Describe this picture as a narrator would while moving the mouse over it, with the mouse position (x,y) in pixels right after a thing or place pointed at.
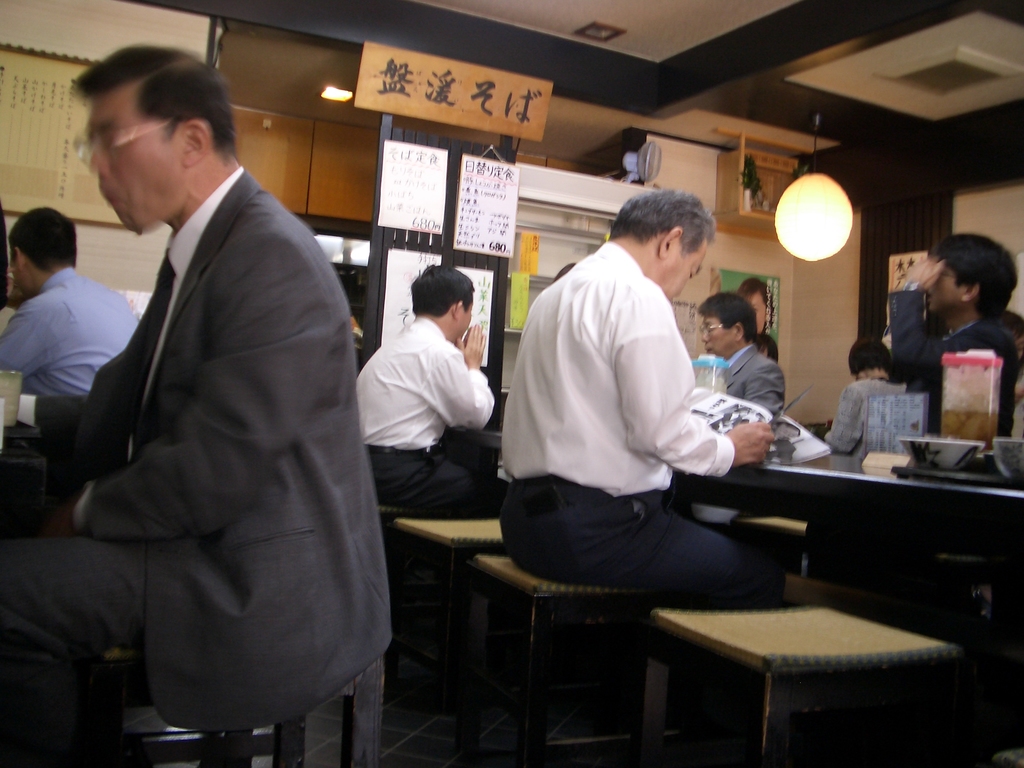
Some men (95,327) are sitting on stools (571,605) at a tables (806,509). There are located in a Japanese restaurant (592,193). There are some jars (955,401) and bowls (950,438) on the table (875,473). There are boards (477,229) on the wall (495,365) written in Japanese language.
